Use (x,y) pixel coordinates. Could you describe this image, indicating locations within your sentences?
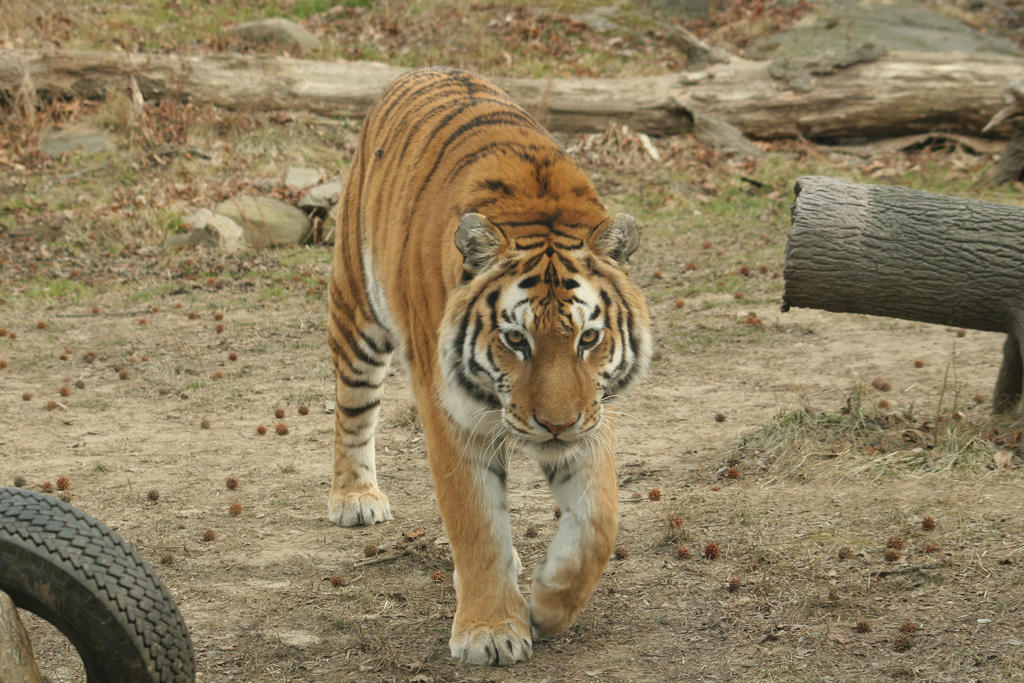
At the center of the image (481,400) there is a tiger (485,383) and there are some wooden sticks (809,252). On the bottom left side (77,617) there is a tyre (88,569).
